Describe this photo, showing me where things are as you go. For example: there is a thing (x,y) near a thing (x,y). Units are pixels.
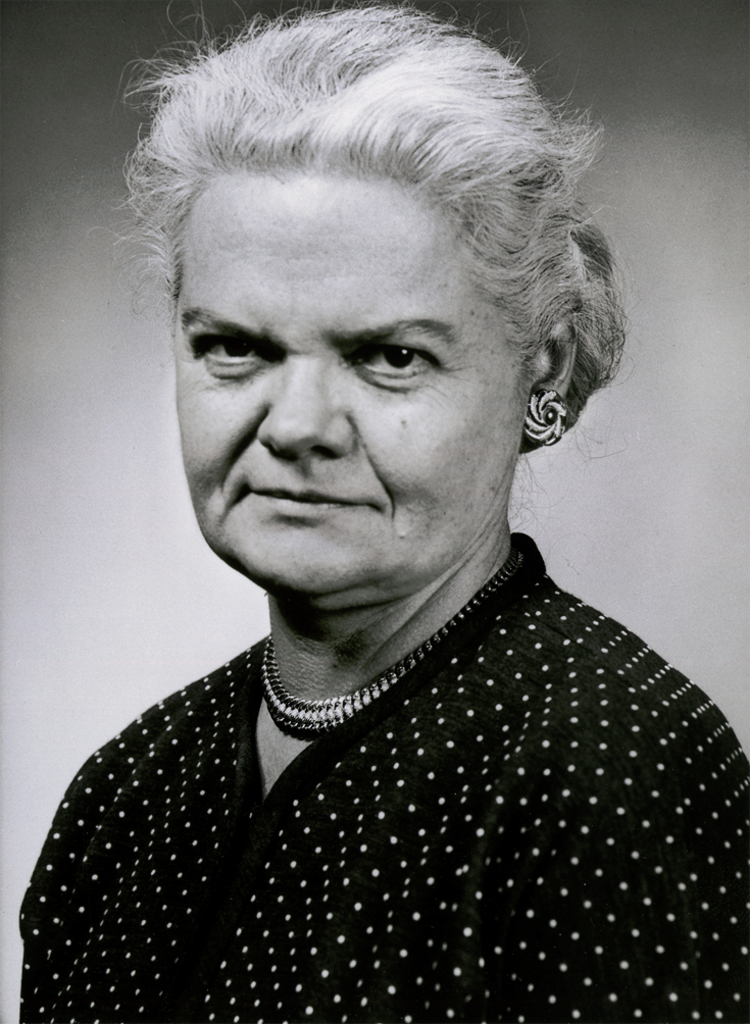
In this image we can see a black and white picture of a woman (423,715).
